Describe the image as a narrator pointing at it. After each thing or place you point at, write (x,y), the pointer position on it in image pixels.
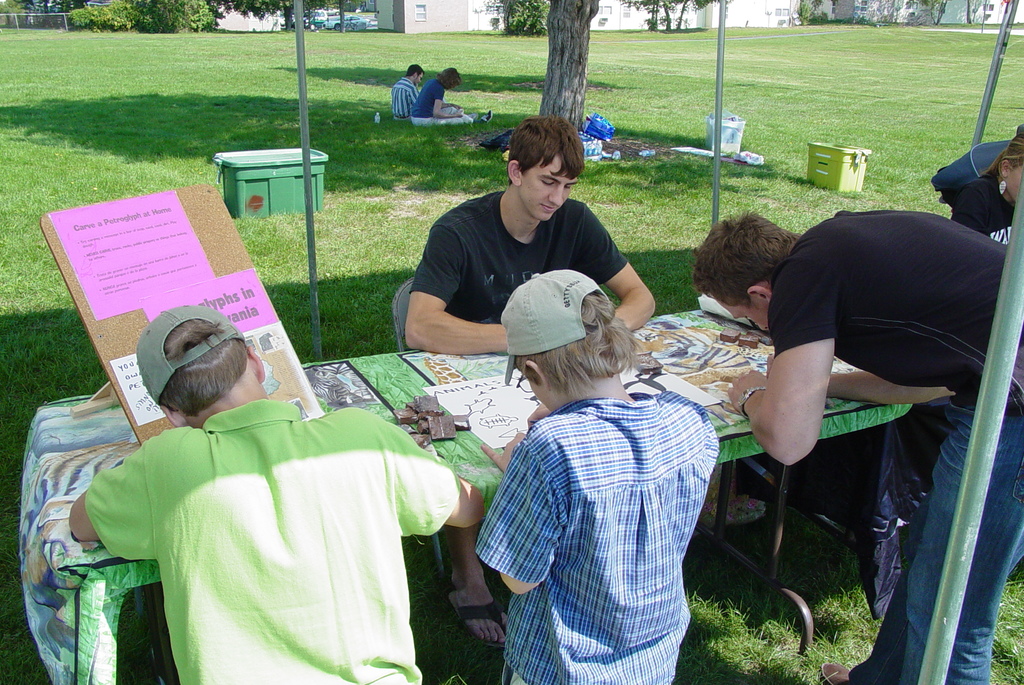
In this image in the front (568,247) there are persons (331,423) standing and sitting and in the center (482,451), there is a table (475,457) and on the table (409,397), there are papers (494,402) with some text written on it and there is grass (273,146) on the ground (405,150) and on the grass (466,155) there are objects (829,146) and the persons (420,98) sitting and in the background (158,18) there are buildings (469,3), trees (572,10).
